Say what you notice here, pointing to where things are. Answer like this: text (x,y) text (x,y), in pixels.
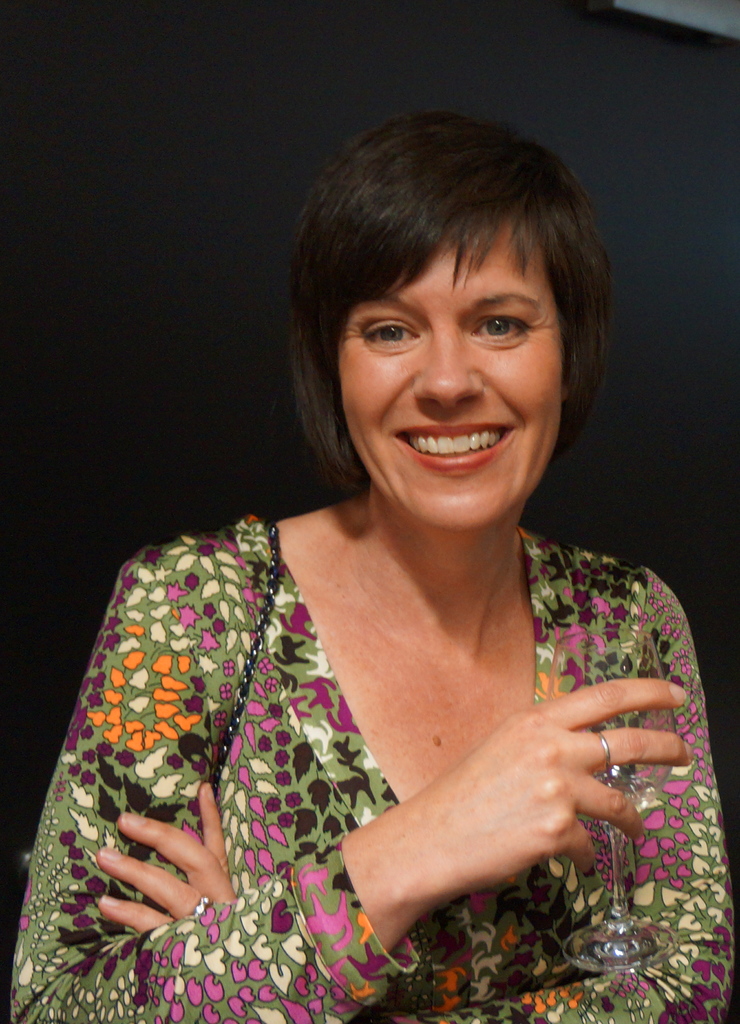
In this image we can see a woman (407,491) smiling and holding a glass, in the background (180,286) we can see the wall (520,12).
